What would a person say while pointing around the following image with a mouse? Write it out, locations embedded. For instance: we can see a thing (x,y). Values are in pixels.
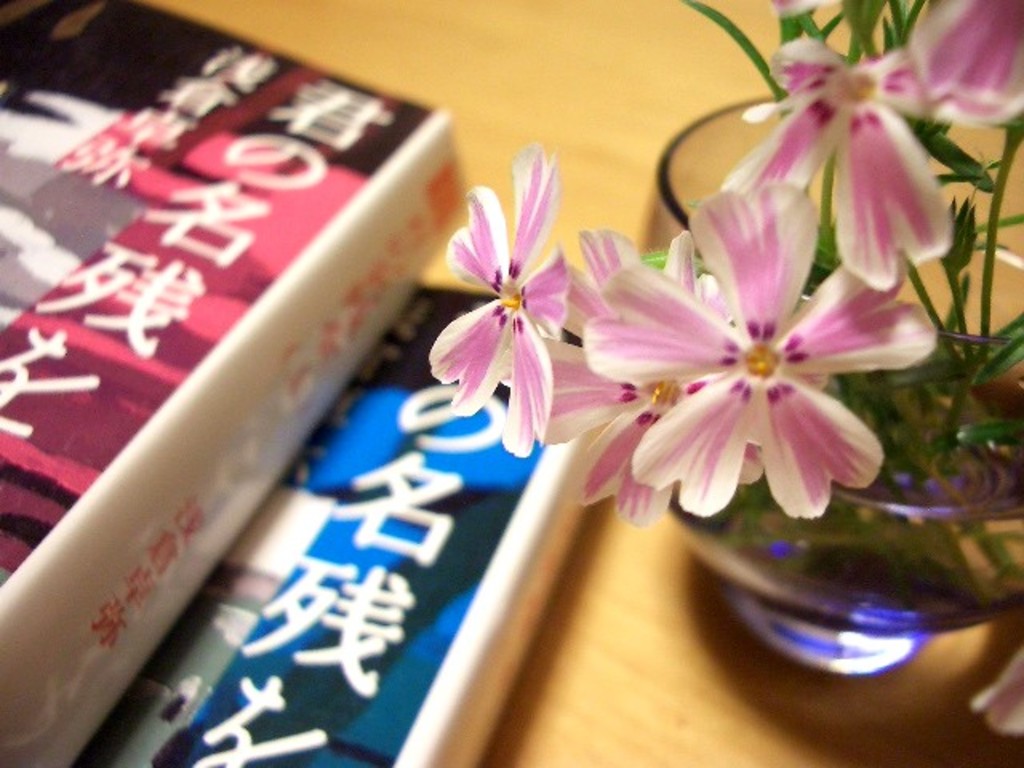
In this picture there are books (286,572) and there is a flower vase (992,594) on the table (534,689) and there is text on the books (377,642) and there are white and pink colors in the flower vase (914,538).
